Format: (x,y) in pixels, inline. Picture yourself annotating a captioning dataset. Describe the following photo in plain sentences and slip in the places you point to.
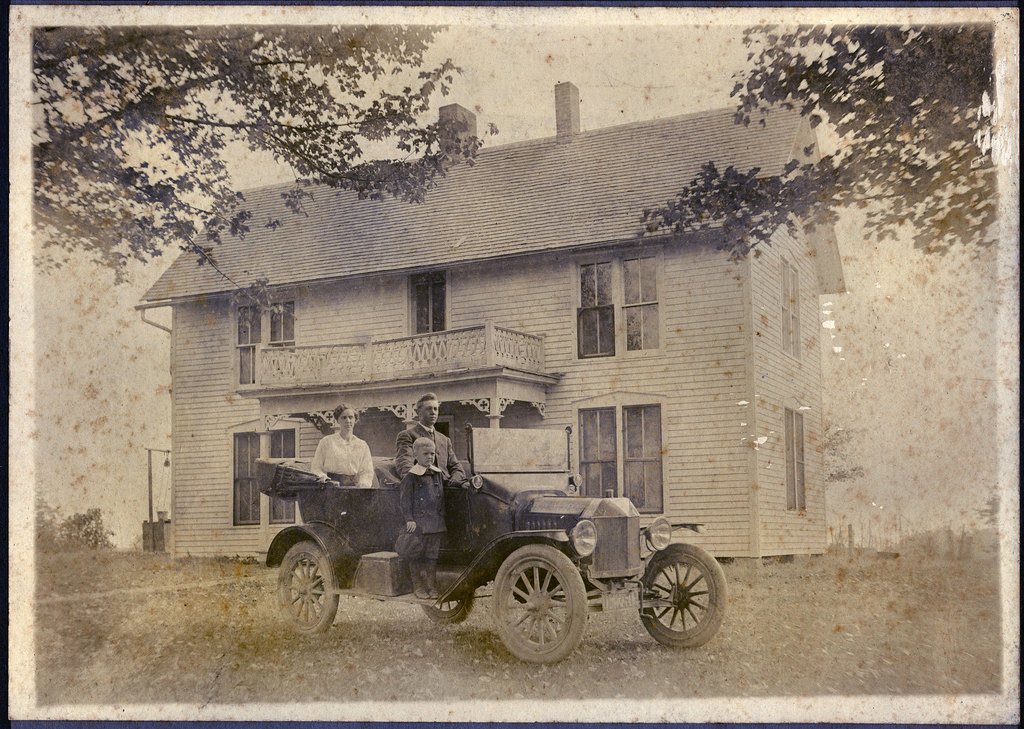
In this picture there are three persons (439,453) in the car (463,496). It's a old vintage car (542,534). In the Background (509,359) there are building (499,343) and trees (878,117).
